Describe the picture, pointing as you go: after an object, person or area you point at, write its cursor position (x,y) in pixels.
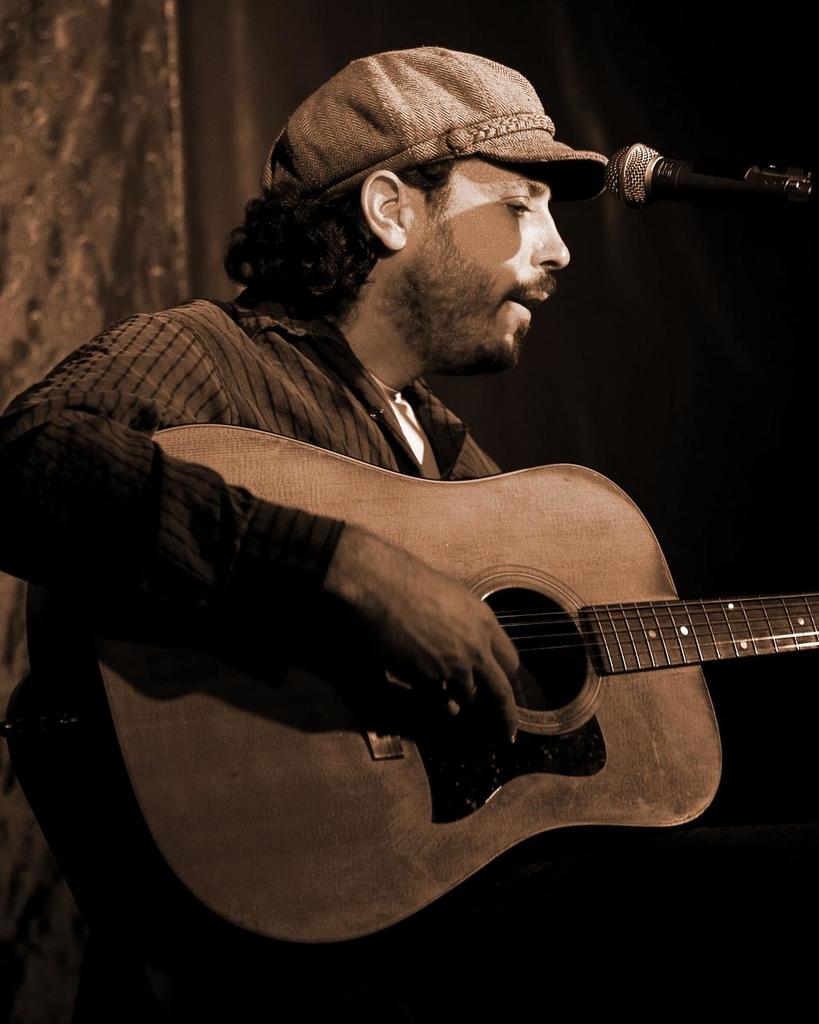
In the picture we can see a man (210,315) holding a guitar (676,688) near the microphone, he is wearing a cap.
